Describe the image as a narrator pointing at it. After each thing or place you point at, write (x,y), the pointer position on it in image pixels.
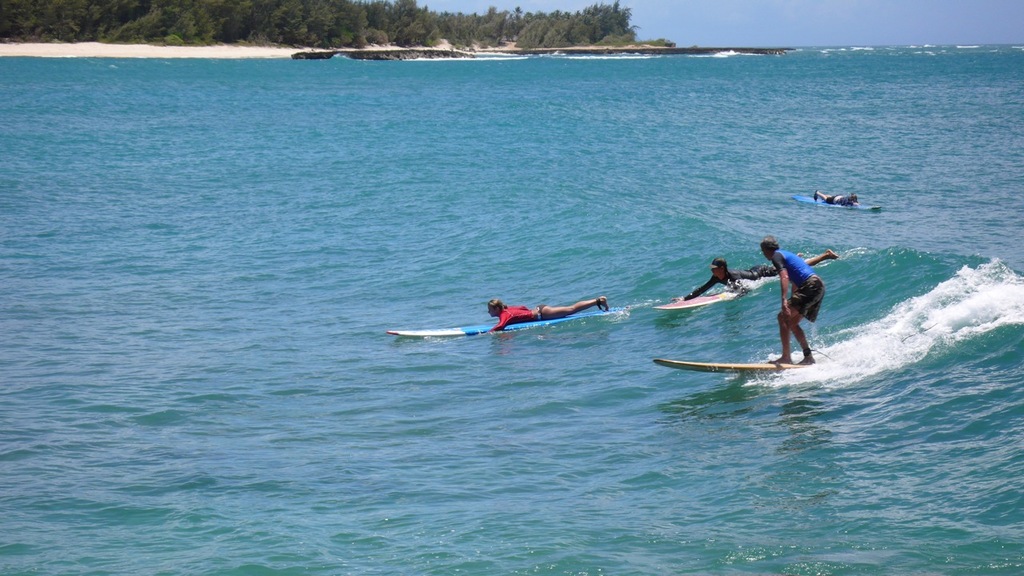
In this image we can see group of people (799,327) surfing in the water (623,330). At the top of the image (613,44) we can see a group of trees (275,22) and the sky (672,37).
